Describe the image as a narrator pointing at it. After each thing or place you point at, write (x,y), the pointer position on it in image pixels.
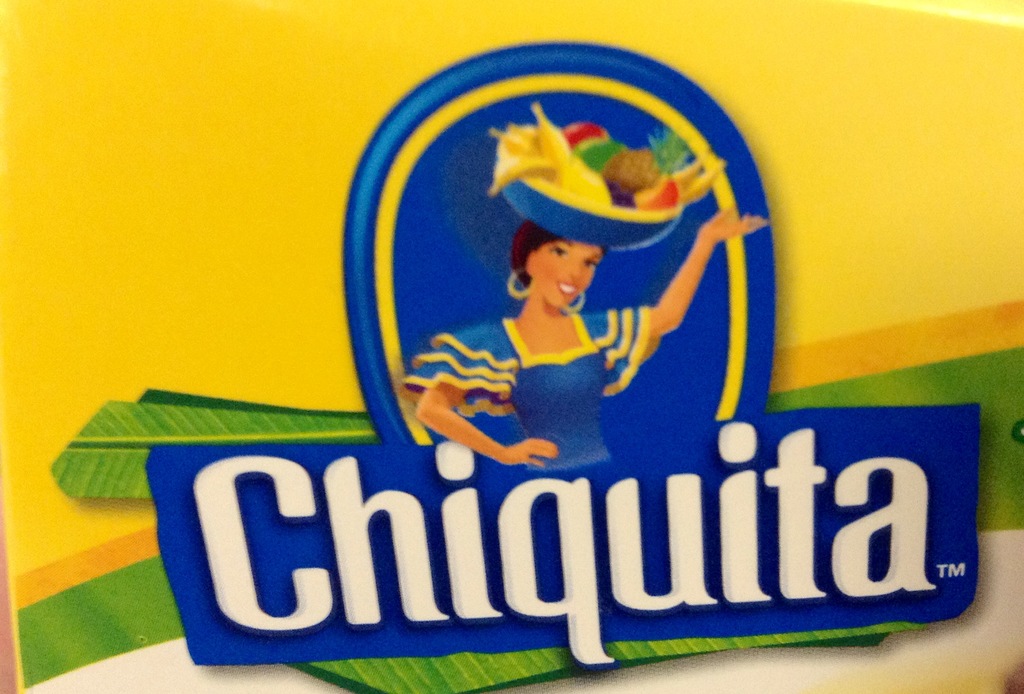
In this image we can see an animated picture of a woman (580,289) holding a basket (583,227) with some fruits (566,189) in it. We can also see some text (296,468) under the picture.
